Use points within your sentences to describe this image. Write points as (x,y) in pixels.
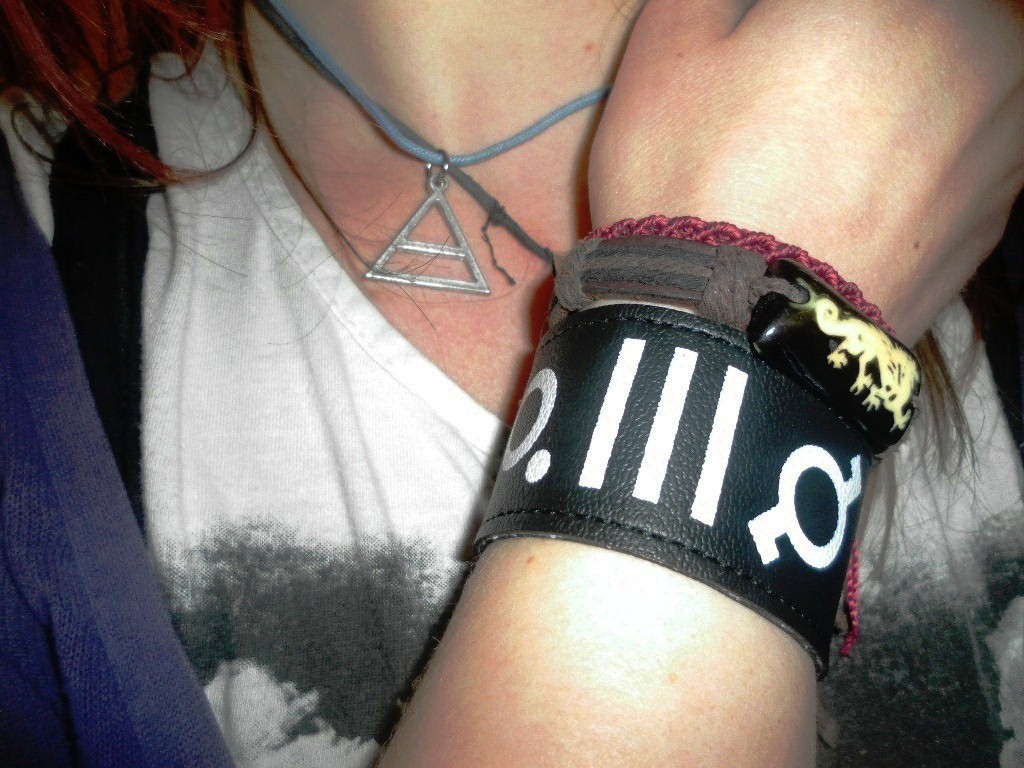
In this picture we can see a woman (523,388), she wore a hand band (667,418).
